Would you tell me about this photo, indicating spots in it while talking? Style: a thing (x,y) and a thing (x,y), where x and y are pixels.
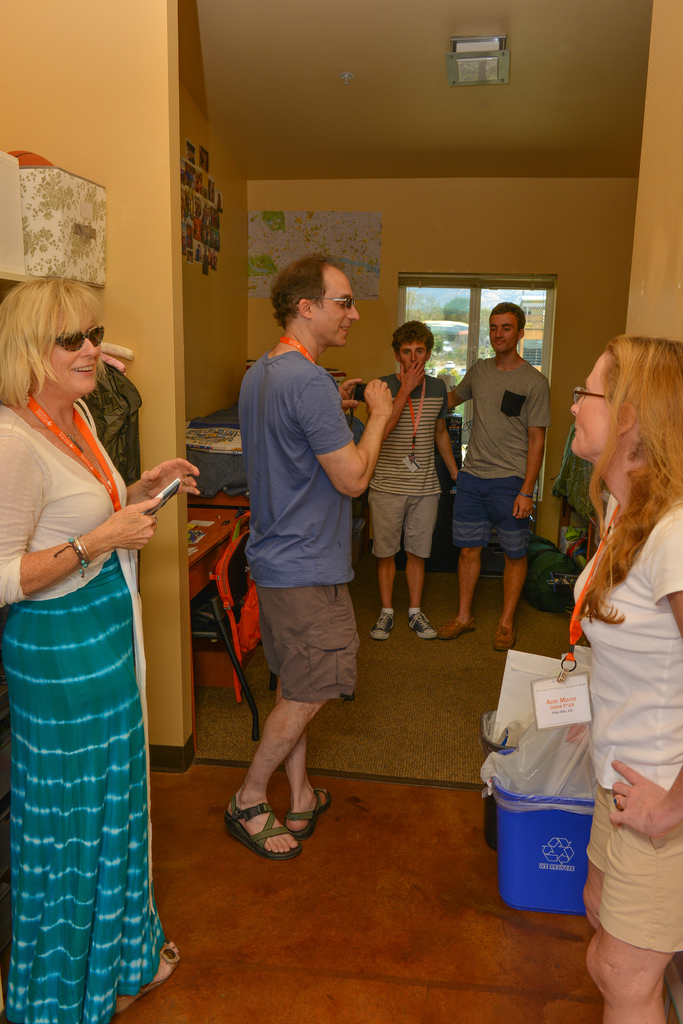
This is an inside view. On the right (600,815) and left side of the image (50,571) there are two women (630,834) standing and smiling by looking at each other. The woman (65,555) who is on the left side (65,573) is holding a mobile (165,499) in the hands (148,505). In the background (384,477) there are three men (359,456) standing on the floor (433,602). One man (310,669) is holding a device (361,388) in the hands (377,400) and smiling. Other two men (448,409) are looking at this man (331,398). On the left side (200,570) there is a table (190,583). On the right side (540,832) there are two baskets (505,832) placed on the floor (459,854). In the background (571,529) there are some objects (536,547). On the left side (192,211) there are few posters (189,220) attached to the wall (140,266). In the background (435,302) is a window (448,318).
